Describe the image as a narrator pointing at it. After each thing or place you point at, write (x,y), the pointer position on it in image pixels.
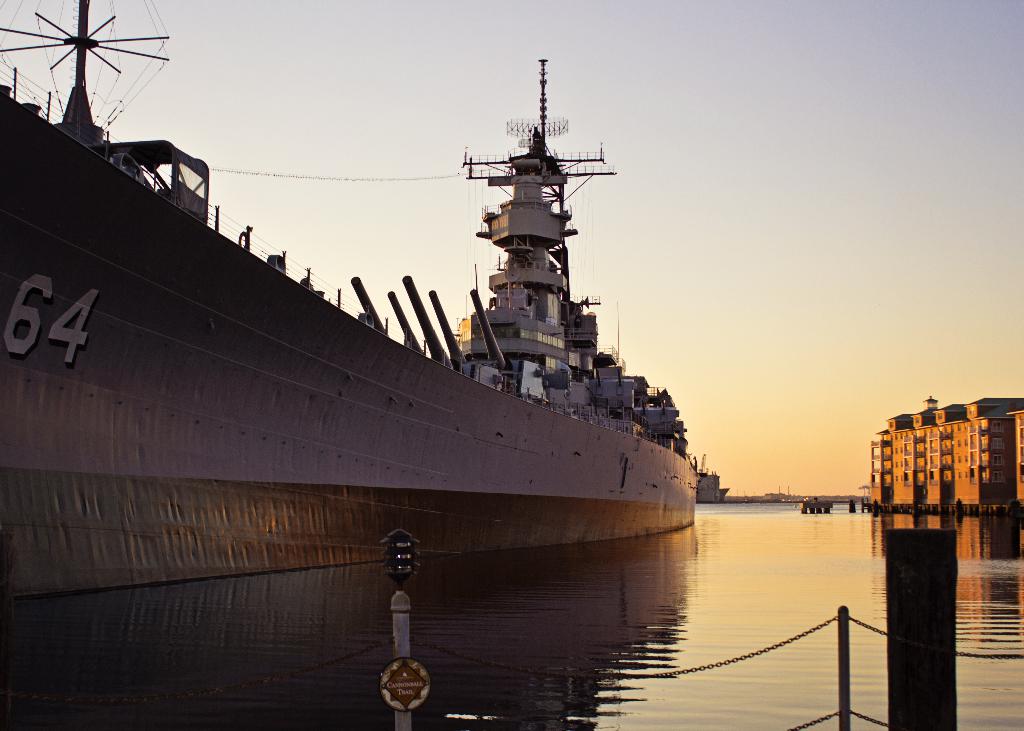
In this image, we can see a ship (325,476) is above the water (488,593). At the bottom (401,598), we can see poles (954,722), chain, light (409,561) and board (393,684). On the right side (905,483), we can see buildings (961,444). Background (812,486) there is a sky (622,59).
